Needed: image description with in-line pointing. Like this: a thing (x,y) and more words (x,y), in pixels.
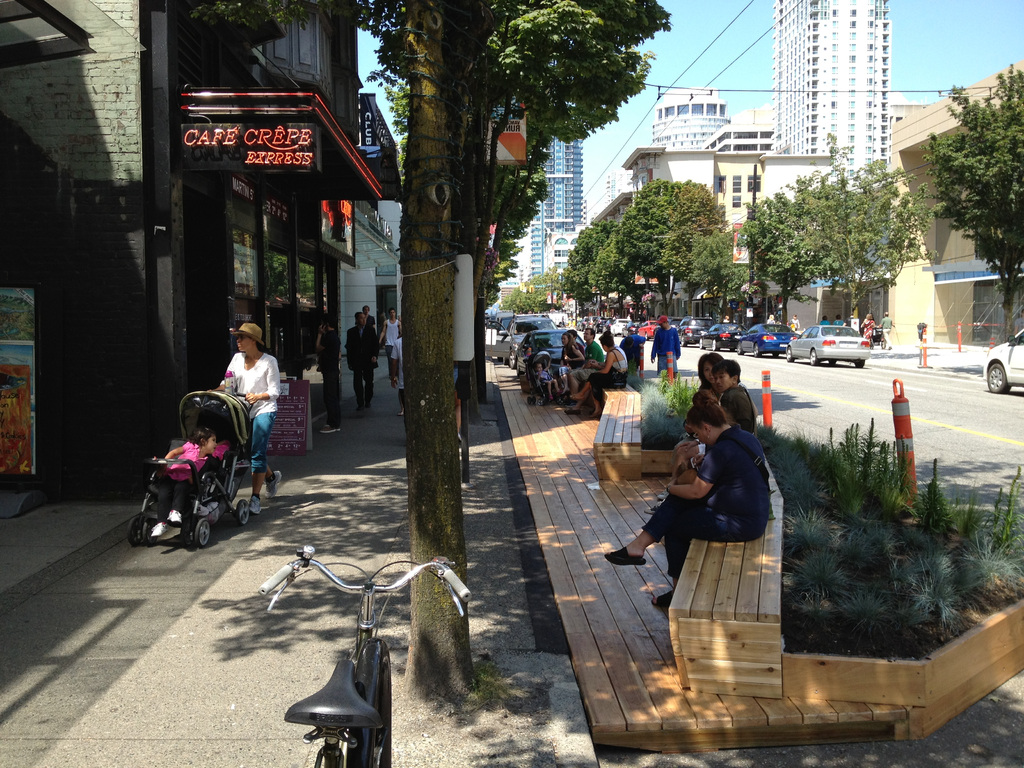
In this image, we can see many people (739,368) and some are sitting on the benches (728,566) and we can see vehicles (698,319) are on the road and there is a bicycle (366,638) and we can see boards (462,289), poles (476,319), trees (488,186) and buildings (287,186) and some plants (831,554).
